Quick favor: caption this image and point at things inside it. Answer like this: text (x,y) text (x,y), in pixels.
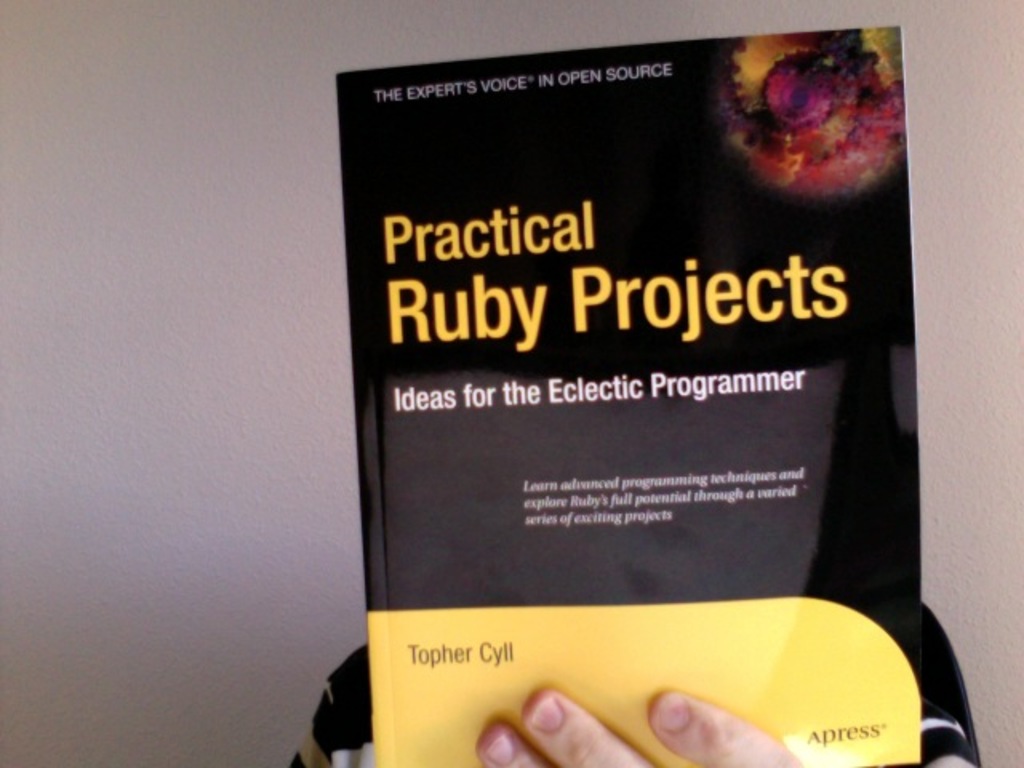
In this image in the background (366,696) there is a person (351,667) holding a book (649,569) which is in the front (657,467) with some text (598,387) written on it and there is a wall (218,433) in the background (209,391).
